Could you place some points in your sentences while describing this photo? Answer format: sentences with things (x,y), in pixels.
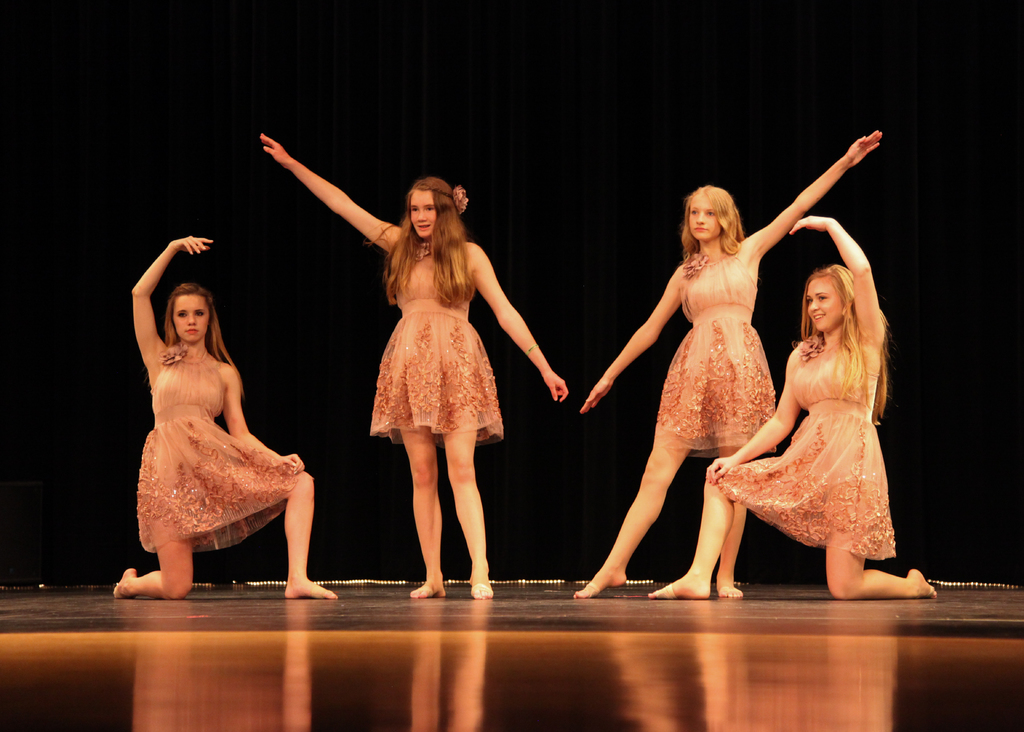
This picture shows few girls (301,475) and few are standing on the dais (43,623) and we see a black background (540,123).
